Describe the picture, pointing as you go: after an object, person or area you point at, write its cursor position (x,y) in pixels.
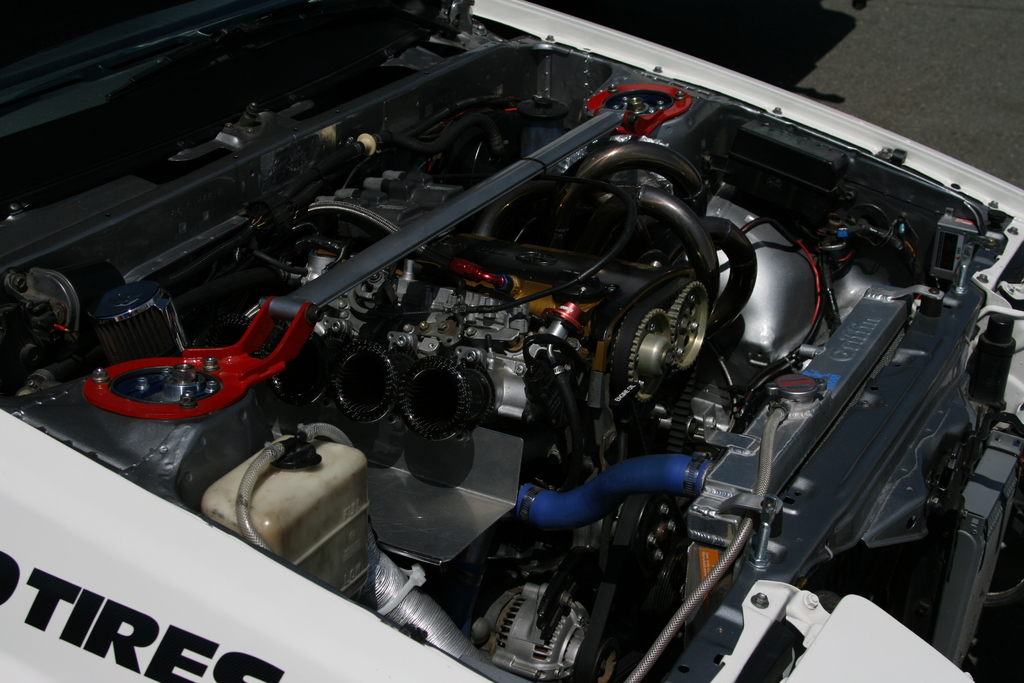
In the picture we can see a car engine (431,374) with pipes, battery (784,180) in it.
